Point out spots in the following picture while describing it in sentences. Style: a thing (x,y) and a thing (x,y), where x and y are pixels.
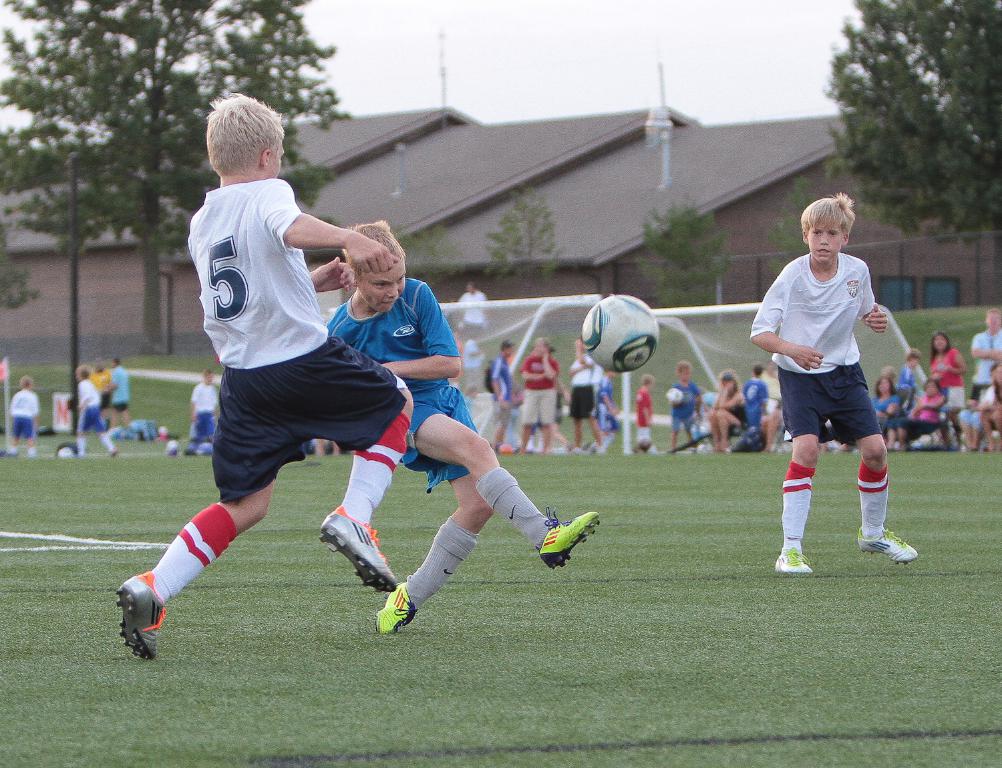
This image is taken in a playground (517,567). There are three boys (797,334) playing with a ball (636,317). In the background (575,206) there is house (625,191) and also many trees (841,146). There are also people (738,400) standing in the background (738,397) and few are sitting. At the top (617,40) there is sky (611,37).
